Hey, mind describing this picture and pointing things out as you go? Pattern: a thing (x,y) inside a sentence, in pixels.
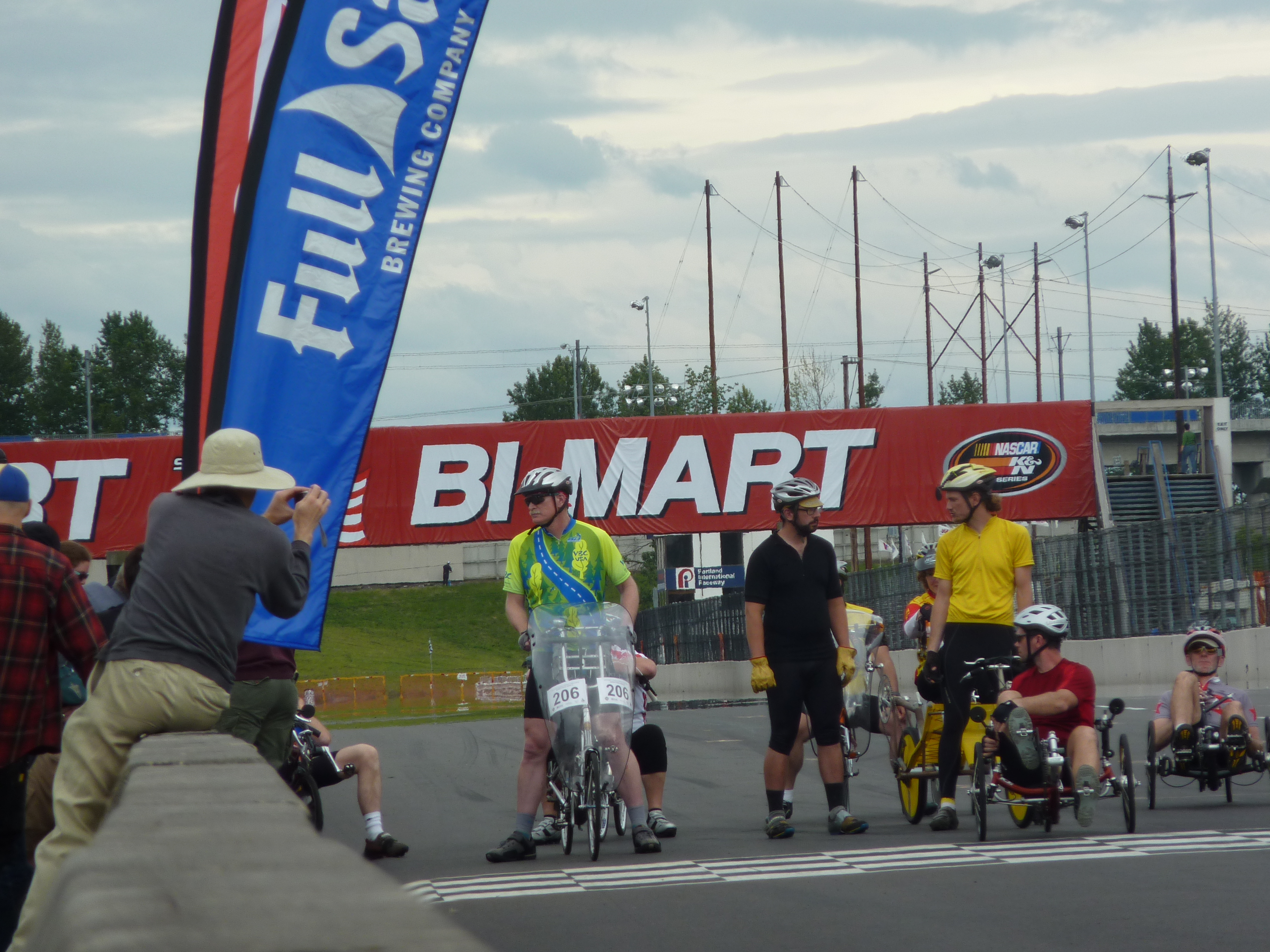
Here there are few people (651,659) riding on a bicycle (565,730) on the road (720,768). Behind them there are hoardings (413,520), poles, sky (728,294). On the left (278,597) people (215,700) are sitting on the wall (223,740) and taking photos.
